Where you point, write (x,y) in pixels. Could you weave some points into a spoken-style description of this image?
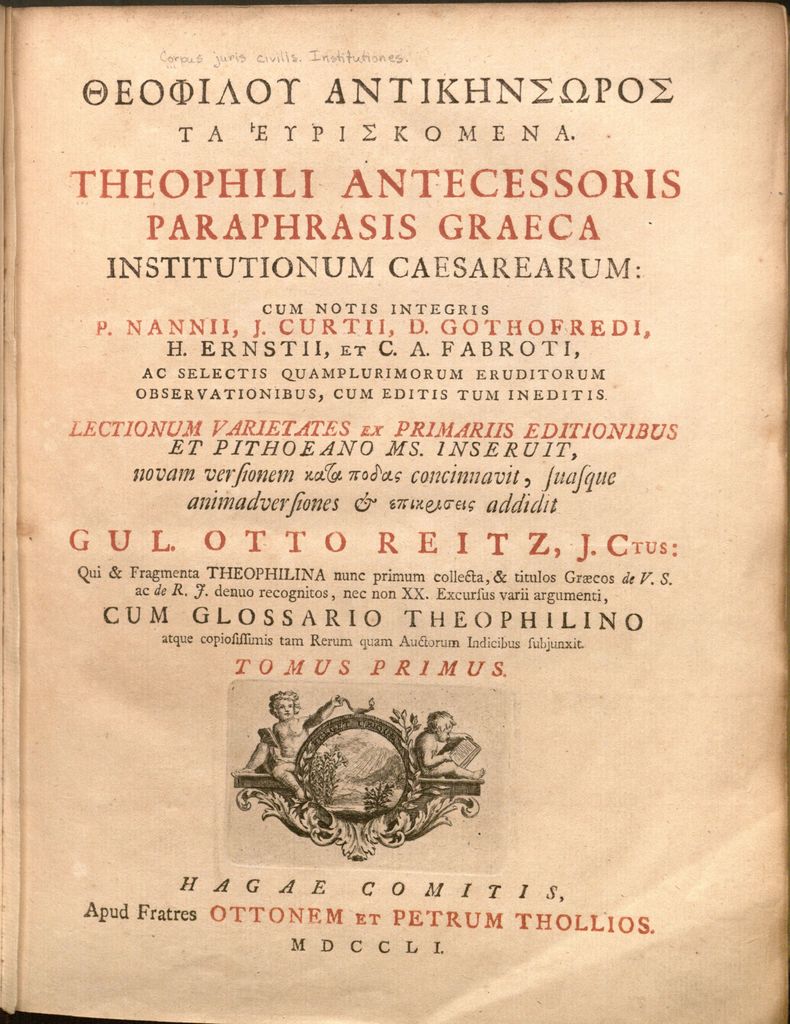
We can see paper (229,980), on this paper (187,975) we can see text (330,454) and people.
